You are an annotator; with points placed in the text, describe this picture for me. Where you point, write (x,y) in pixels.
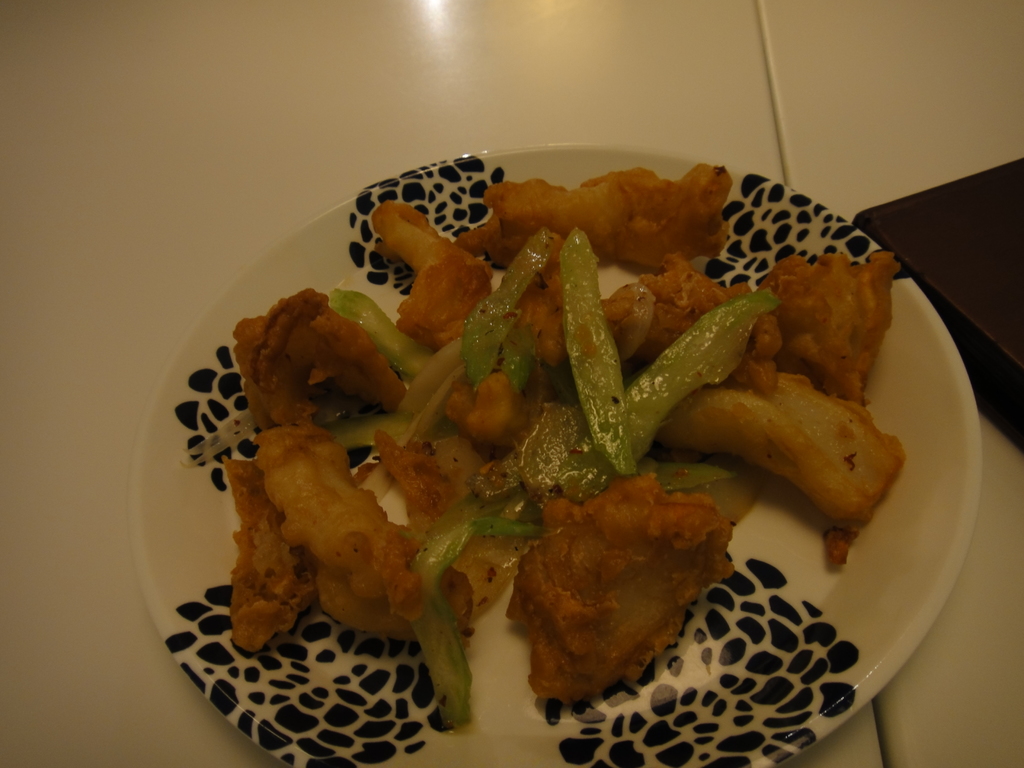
In this image we can see there is the table (691,107), on the table (727,135), we can see the plate (793,565) and there are some food items (802,312) in it. And at the side there is the box (971,267).
